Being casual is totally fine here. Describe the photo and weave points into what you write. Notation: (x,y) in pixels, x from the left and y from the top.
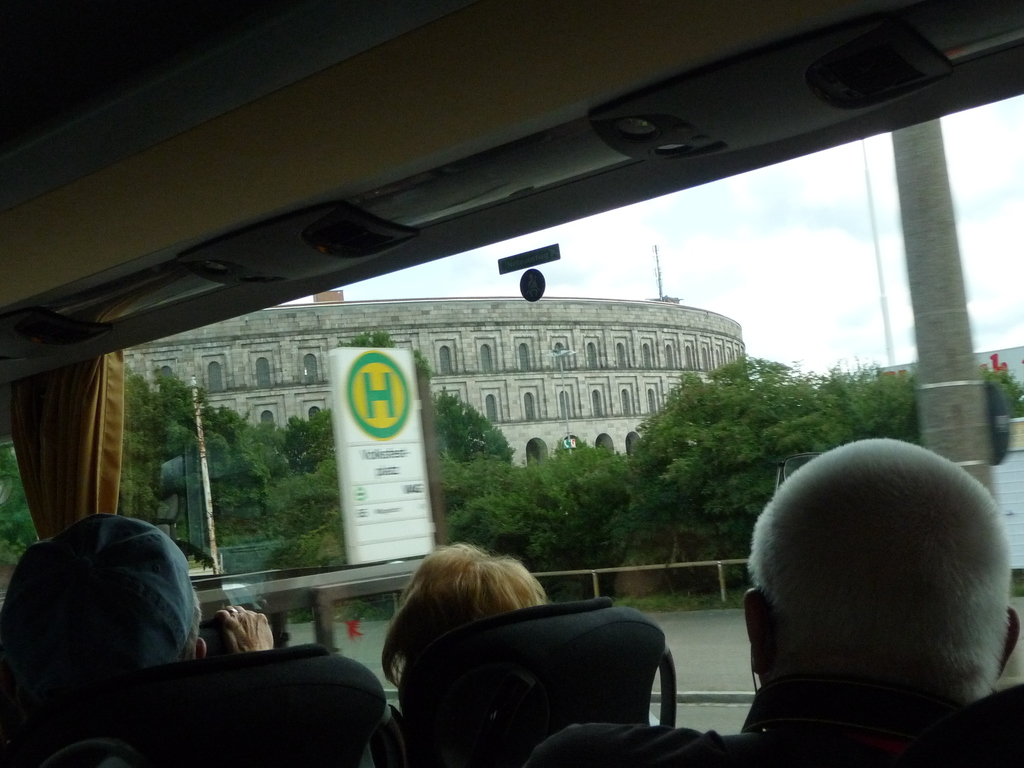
In the foreground (895,536) I can see three persons (755,538) are sitting on the chairs (470,714). In the background (774,358) I can see trees (756,443), board (419,427), traffic poles (198,418), buildings (518,429) and the sky (792,336). At the top (361,170) I can see a rooftop (332,170). This image is taken may be in a day.
